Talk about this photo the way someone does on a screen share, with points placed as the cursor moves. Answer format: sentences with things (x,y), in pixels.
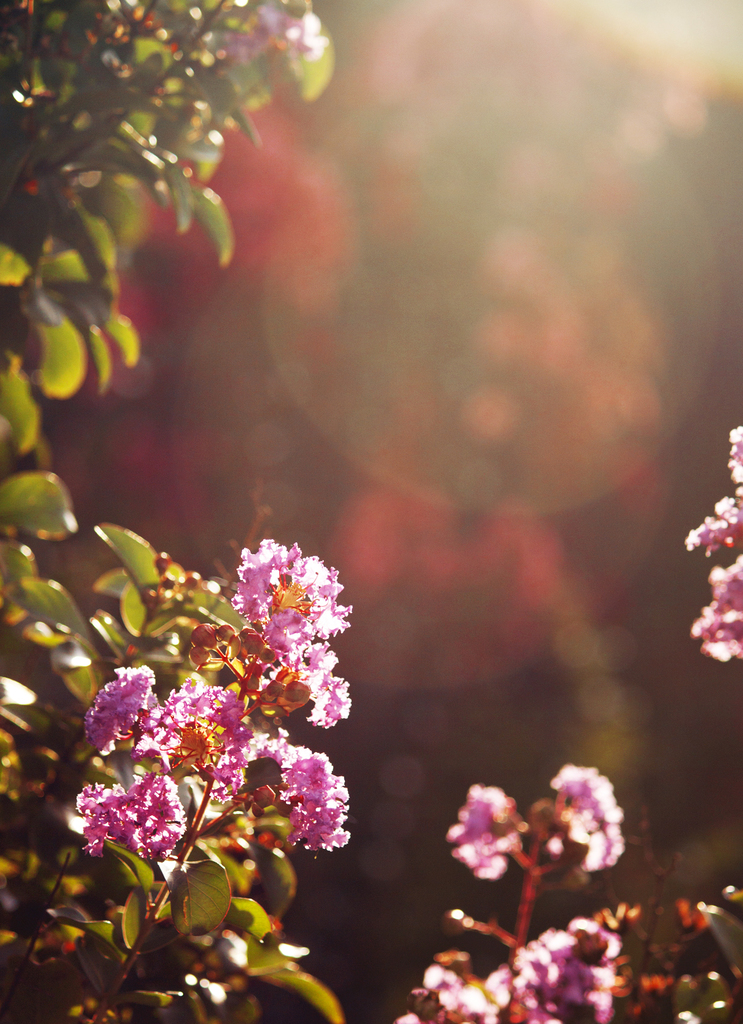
As we can see in the image there are plants (199,804) and flowers (265,747). The background (610,444) is blurred.
